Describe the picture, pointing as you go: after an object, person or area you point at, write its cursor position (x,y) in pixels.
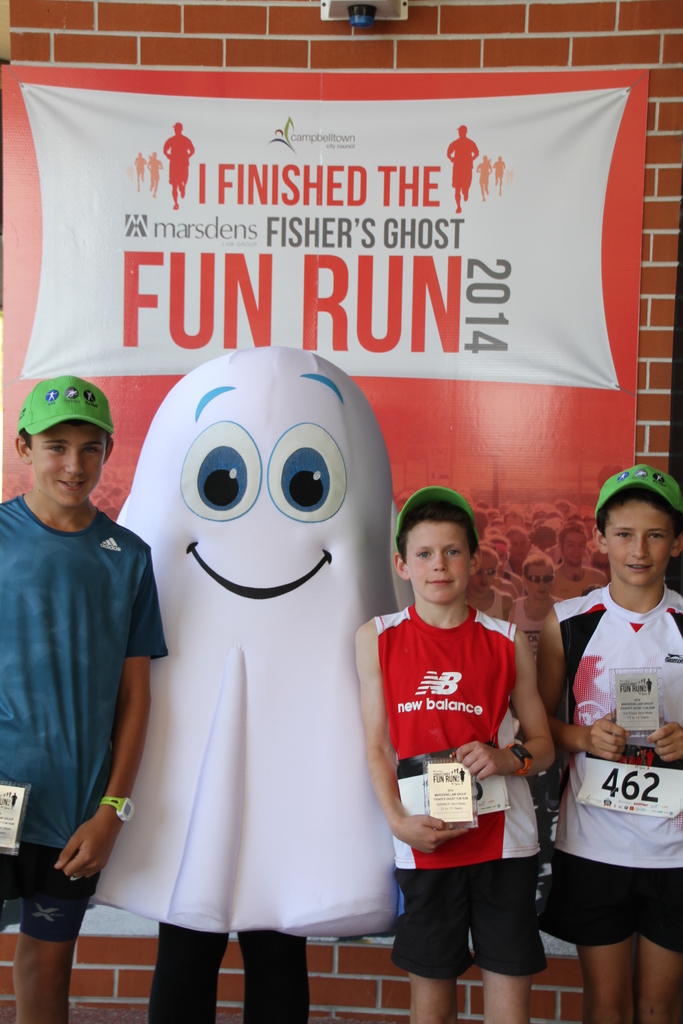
In the image I can see three kids (588,620) who are wearing the hats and also I can see a cartoon (344,514) and behind there is a poster (593,482).
